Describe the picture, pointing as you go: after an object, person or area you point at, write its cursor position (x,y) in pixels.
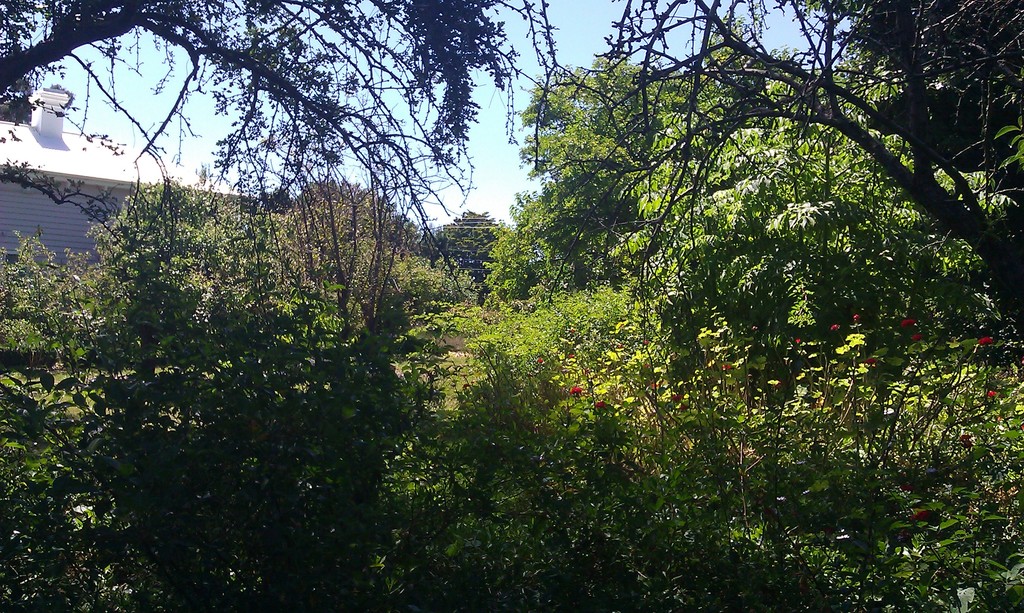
In this image, we can see plants (647,441), flowers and trees (295,257). Background (4,222) we can see a house (1,242) and sky (417,223).
